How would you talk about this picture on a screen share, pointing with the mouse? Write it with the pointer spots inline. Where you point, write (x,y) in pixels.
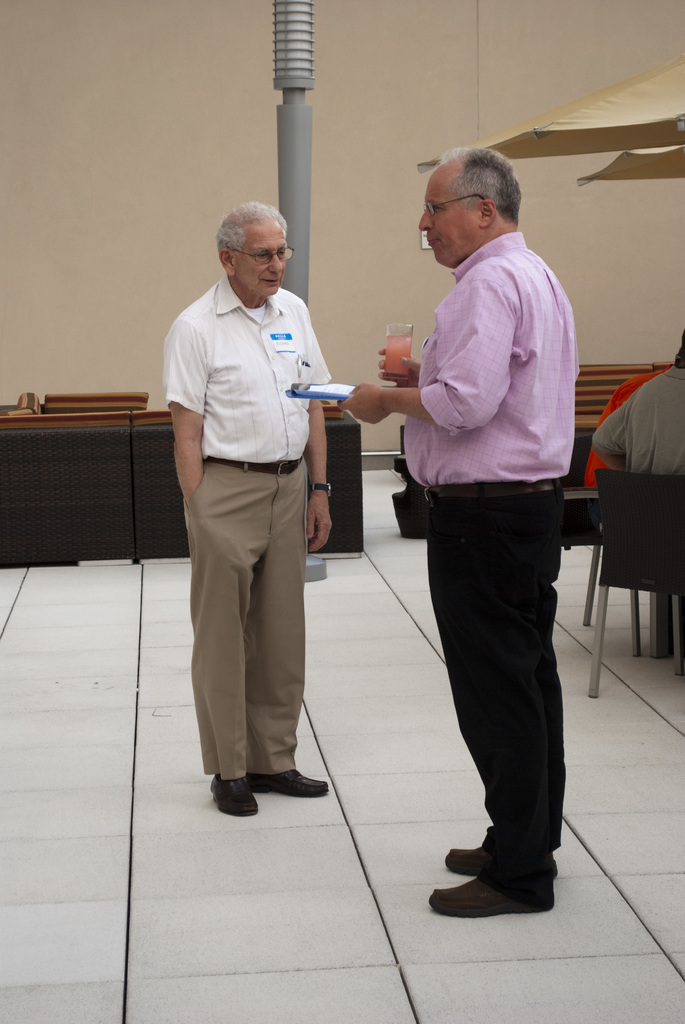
On the left side (224,273), there is a person (224,343) in a white color shirt (230,388), wearing a badge (287,335) and standing on the floor (402,660). On the right side (481,359), there is a person (469,323) in a pink color shirt (469,323), holding a glass (406,335) which is filled with a juice (406,345), holding an object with the other hand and standing on the floor (550,965). In the background (592,424), there are two persons (681,462) sitting on chairs (646,517), there are two umbrellas (679,105), there is a wall (673,182) and there are other objects (614,372).
